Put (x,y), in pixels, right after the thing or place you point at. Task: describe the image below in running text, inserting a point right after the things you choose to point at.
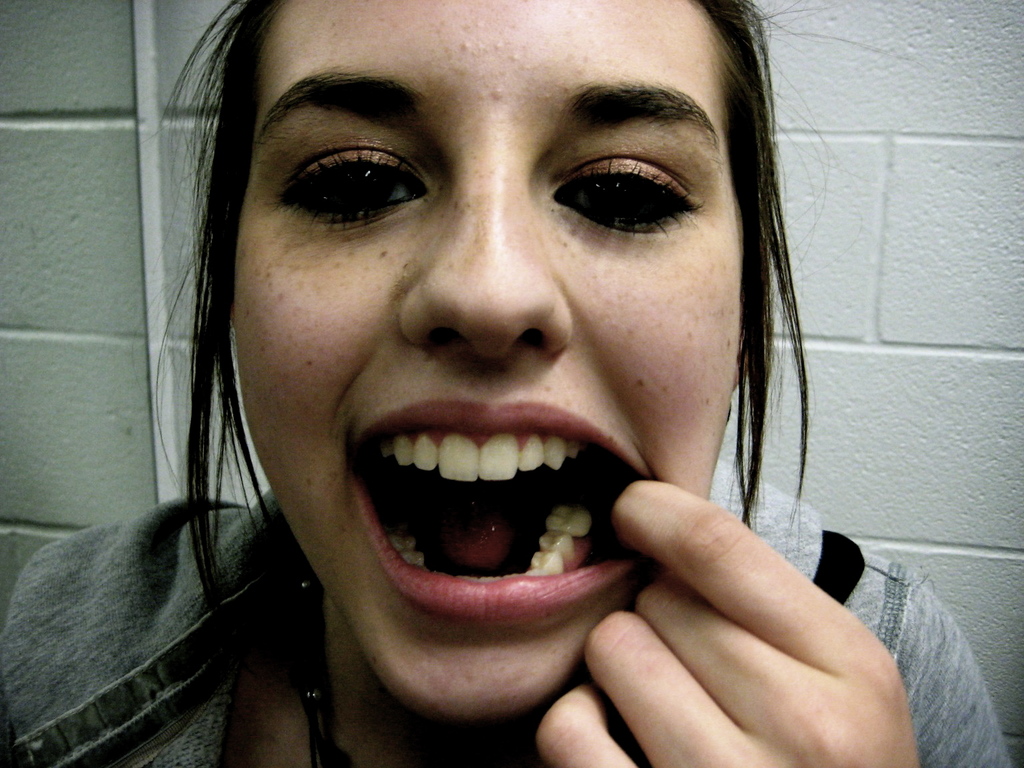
There is a lady (531,404) wearing some black threads (311,693) with pearls (307,587) on the neck (355,708). In the back (84,276) there's a wall (89,361).
